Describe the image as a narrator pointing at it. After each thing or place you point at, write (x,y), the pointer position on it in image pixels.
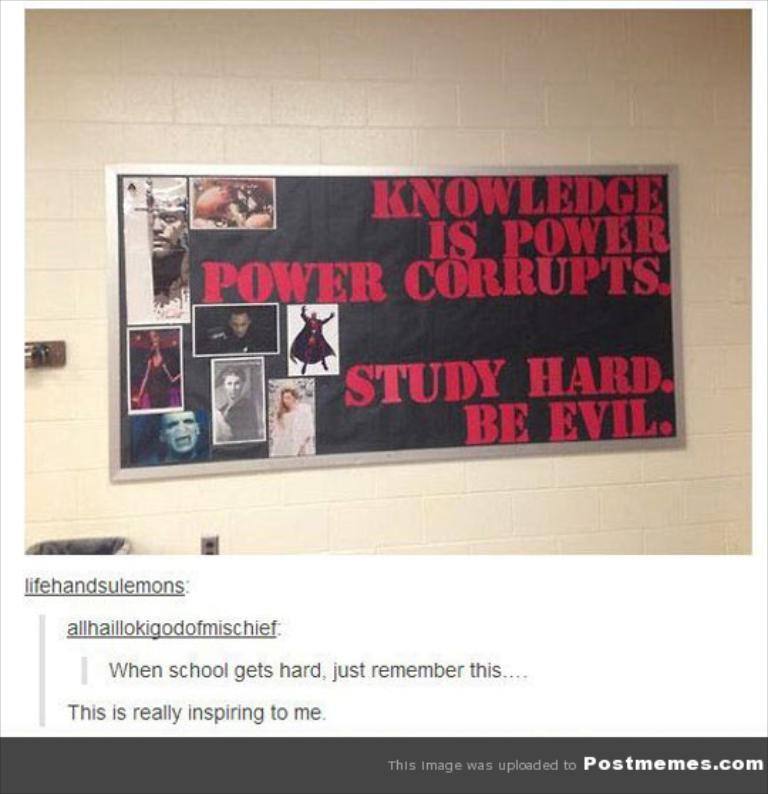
There is a wall (279,108) with a poster (336,356). On the poster (244,331) there are images (244,306) and something is written. At the bottom of the image (185,625) something is written.
